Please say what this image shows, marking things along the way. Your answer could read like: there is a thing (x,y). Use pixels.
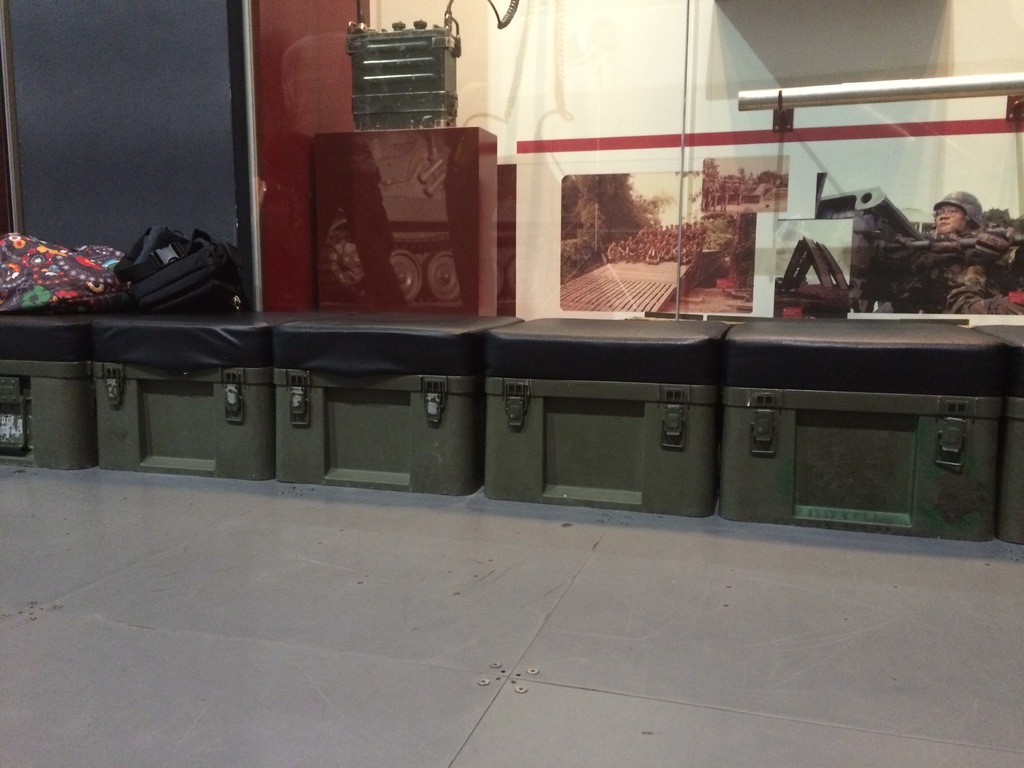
In this image there are a few boxes (542,376) near the window (709,189) in which there are bags (103,305) on one of the boxes (123,348), inside the window (494,128) there are some other boxes (494,225) and a banner (600,215) attached to the pole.
